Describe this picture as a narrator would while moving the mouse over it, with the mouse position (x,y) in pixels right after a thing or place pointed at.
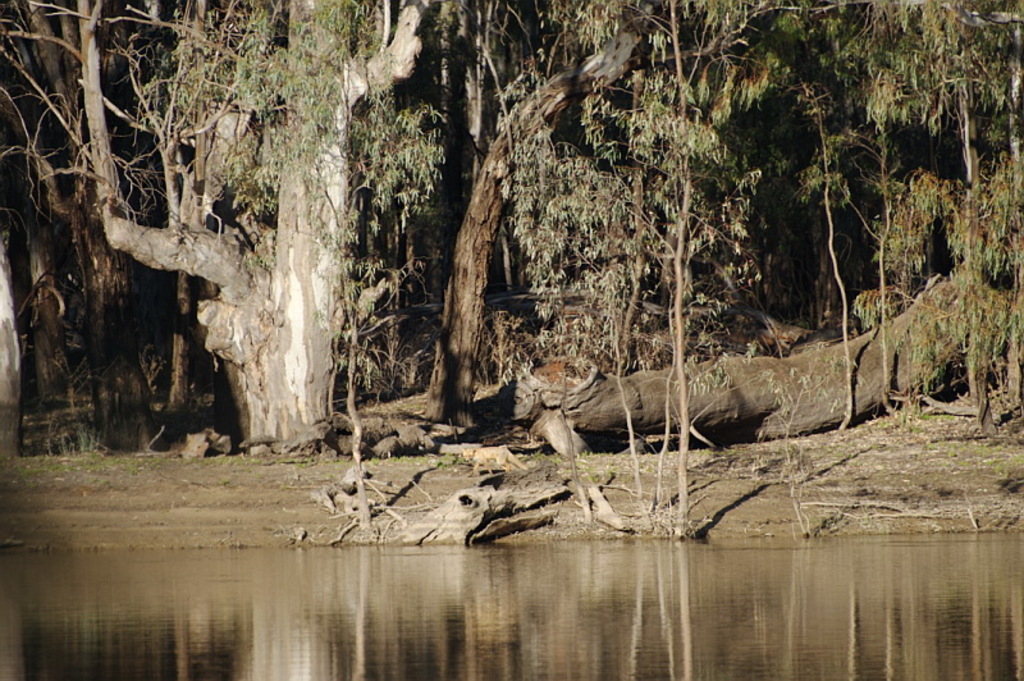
In the background of the image (283,59) there are trees (81,312). At the bottom of the image (700,548) there is water (226,654).
